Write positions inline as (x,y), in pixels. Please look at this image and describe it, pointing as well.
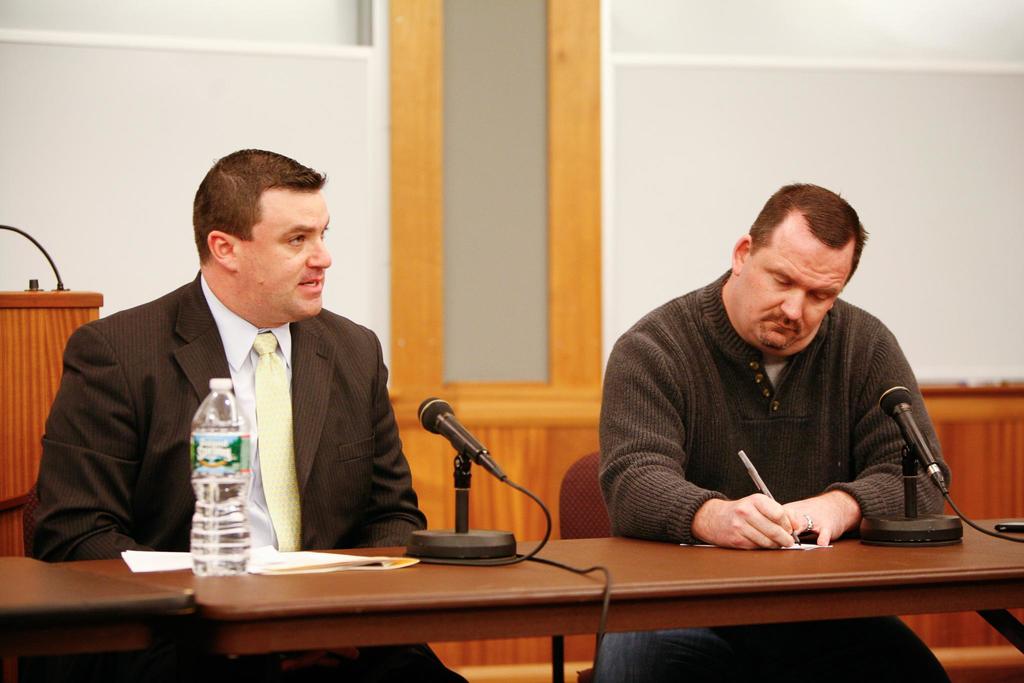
This picture is taken inside the room (756,433). In this image, on the right side (770,457) and on the left side (325,447), we can see two men (678,393) are sitting on the chair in front of the table (514,626). On the table (215,581), we can see a water bottle (227,568), some papers (291,555), a microphone (928,535), electric wires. On the left side (68,301), we can see a podium (70,328), on the podium (57,292), we can see some electric instrument (20,232). In the background (959,164), we can see a white color board (644,149).
